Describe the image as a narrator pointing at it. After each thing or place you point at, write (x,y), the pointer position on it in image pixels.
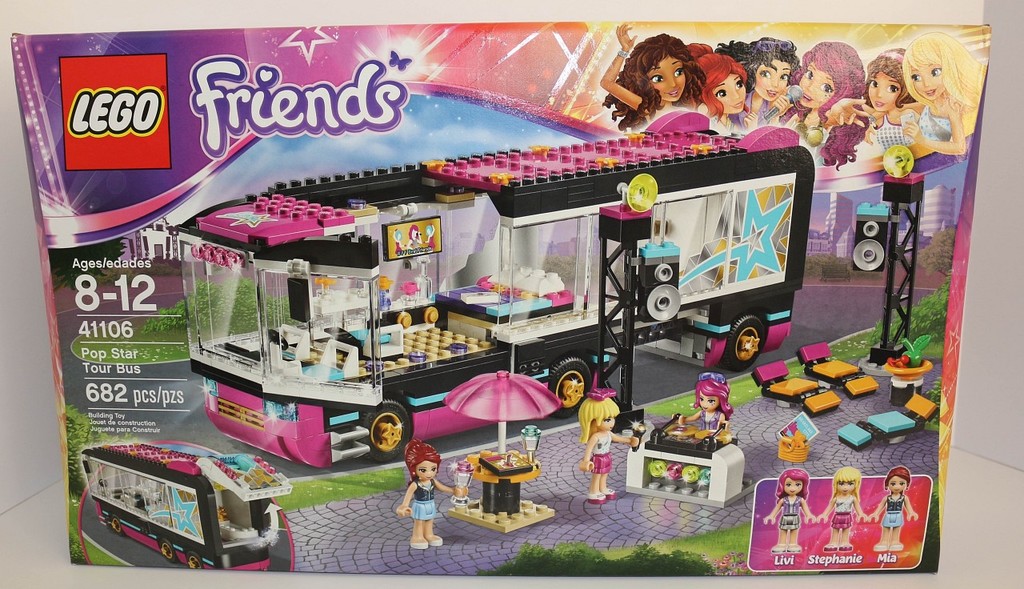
In this picture I can see a box (374,171) in front (162,69) on which there are words (128,116) written and I see the LEGO set (784,226).
